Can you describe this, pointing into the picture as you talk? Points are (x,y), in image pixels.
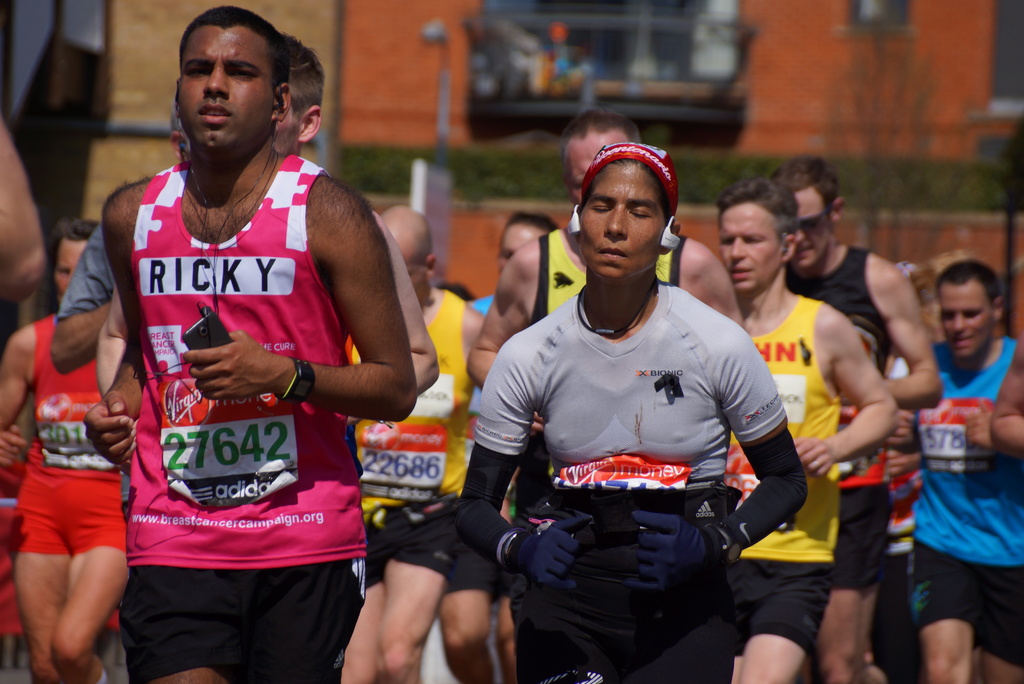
There are few persons (723,468) running and there is a building (576,49) behind them.
